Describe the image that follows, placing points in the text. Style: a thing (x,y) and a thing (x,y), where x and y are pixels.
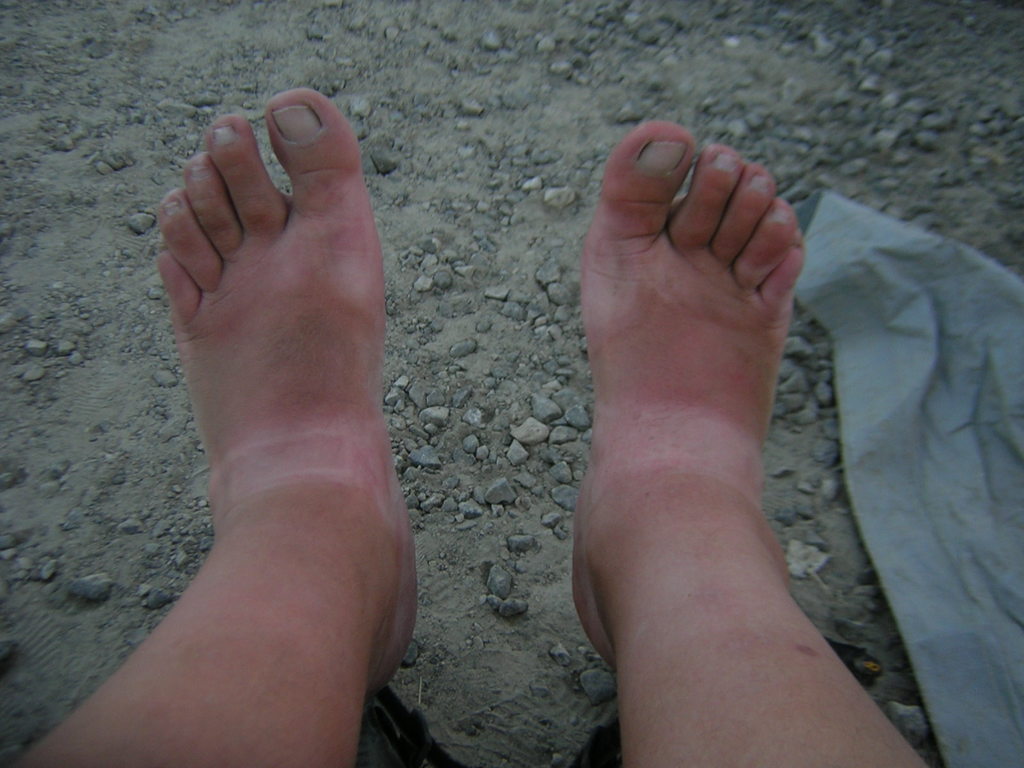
In this image I can see a person legs (598,327). I can see the white cloth (950,527), few stones (516,446) and sand (471,360).
